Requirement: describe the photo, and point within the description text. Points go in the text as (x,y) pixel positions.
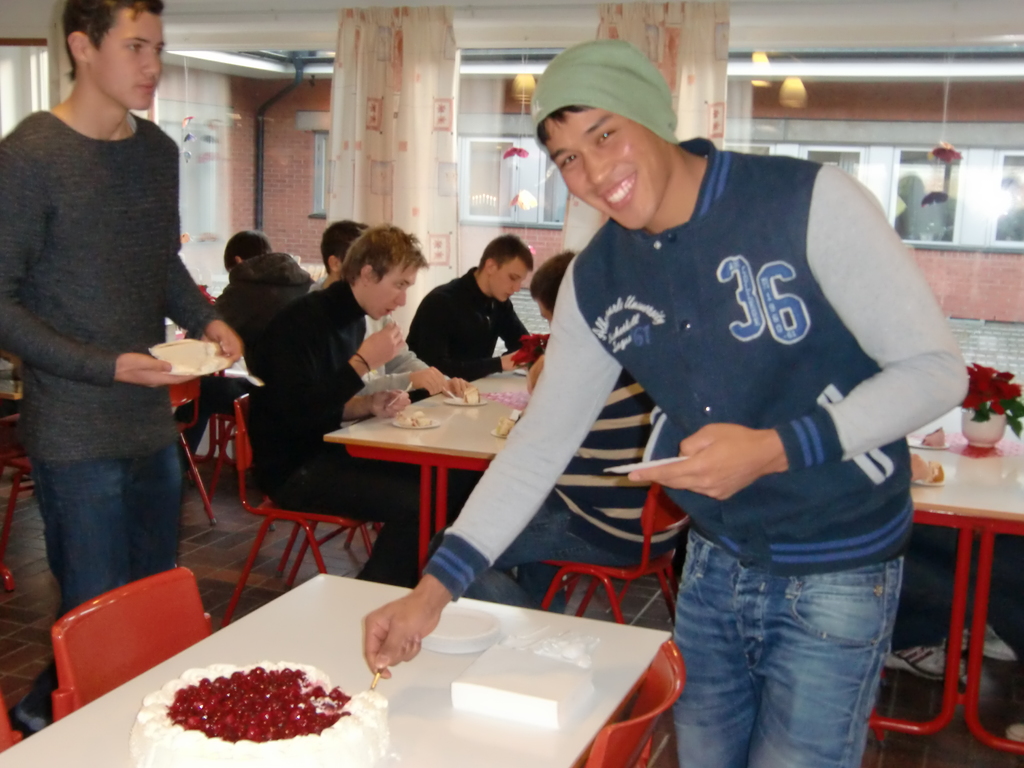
In this image I see 2 men (151,321) who are standing and I see that this man (669,127) is smiling. In the background (563,277) I see few people (1007,606) who are sitting on chairs (652,500) and there are tables (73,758) in front of them and there are few things (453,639) on it.
